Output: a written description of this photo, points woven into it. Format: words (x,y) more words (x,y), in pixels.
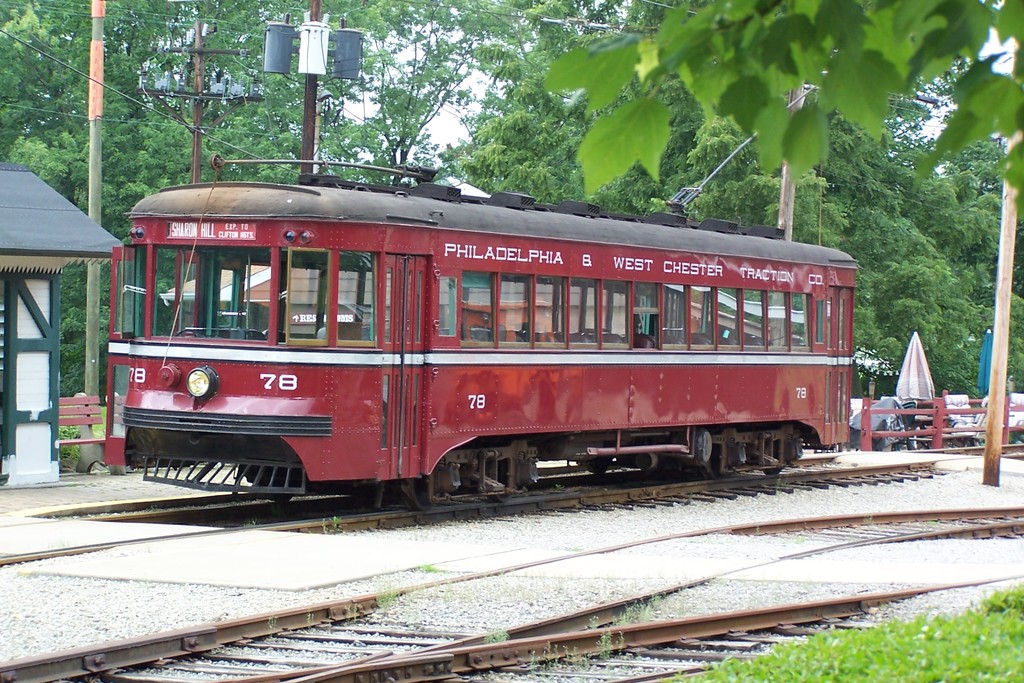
In this picture we can see a train (602,472) on a railway track (152,515), fence (891,413), umbrellas (930,384), poles (1007,220), bench (82,446), shade (42,248), trees (67,341), grass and in the background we can see the sky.
